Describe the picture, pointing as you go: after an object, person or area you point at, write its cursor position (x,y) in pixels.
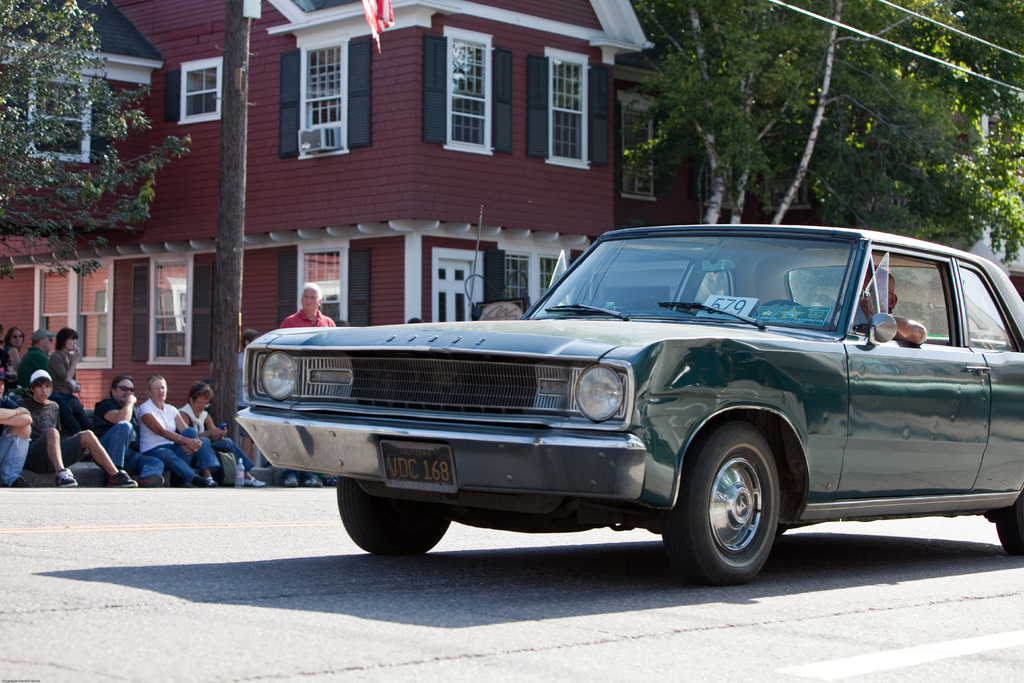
In this image in the foreground (659,422) there is a car (752,340), and in the car (869,329) there is one man (868,304) sitting. And in the background (45,388) there are some people (61,407) sitting and there are some houses (555,98), trees (842,97), wires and at the bottom (483,600) there is a road (587,597).
